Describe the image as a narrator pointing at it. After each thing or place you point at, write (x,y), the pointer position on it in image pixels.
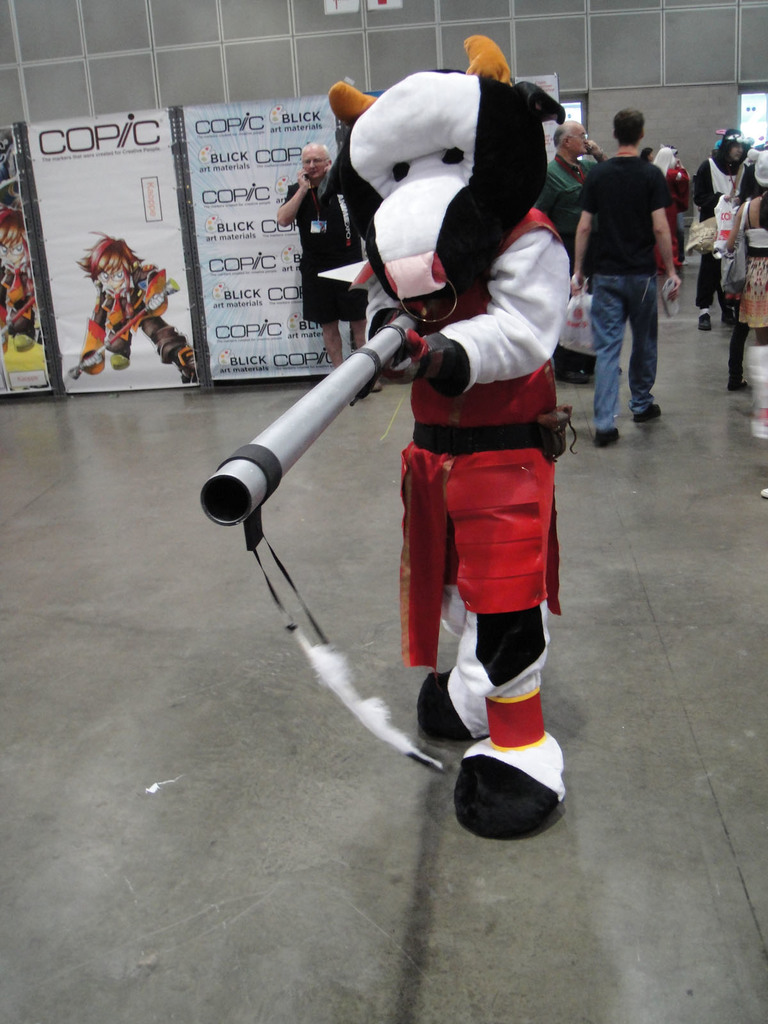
In the middle of the picture (456,577), we see a person (481,441) wearing mascot costume (460,464) is holding something in his hand (415,336). Behind him, we see people (621,277) are standing. Beside them, we see boards (193,212) on which banner (144,331) containing some text (227,202) written is placed. On the right side (756,270), we see people (751,194) are standing. In the background (258,88), we see a wall (326,76).
